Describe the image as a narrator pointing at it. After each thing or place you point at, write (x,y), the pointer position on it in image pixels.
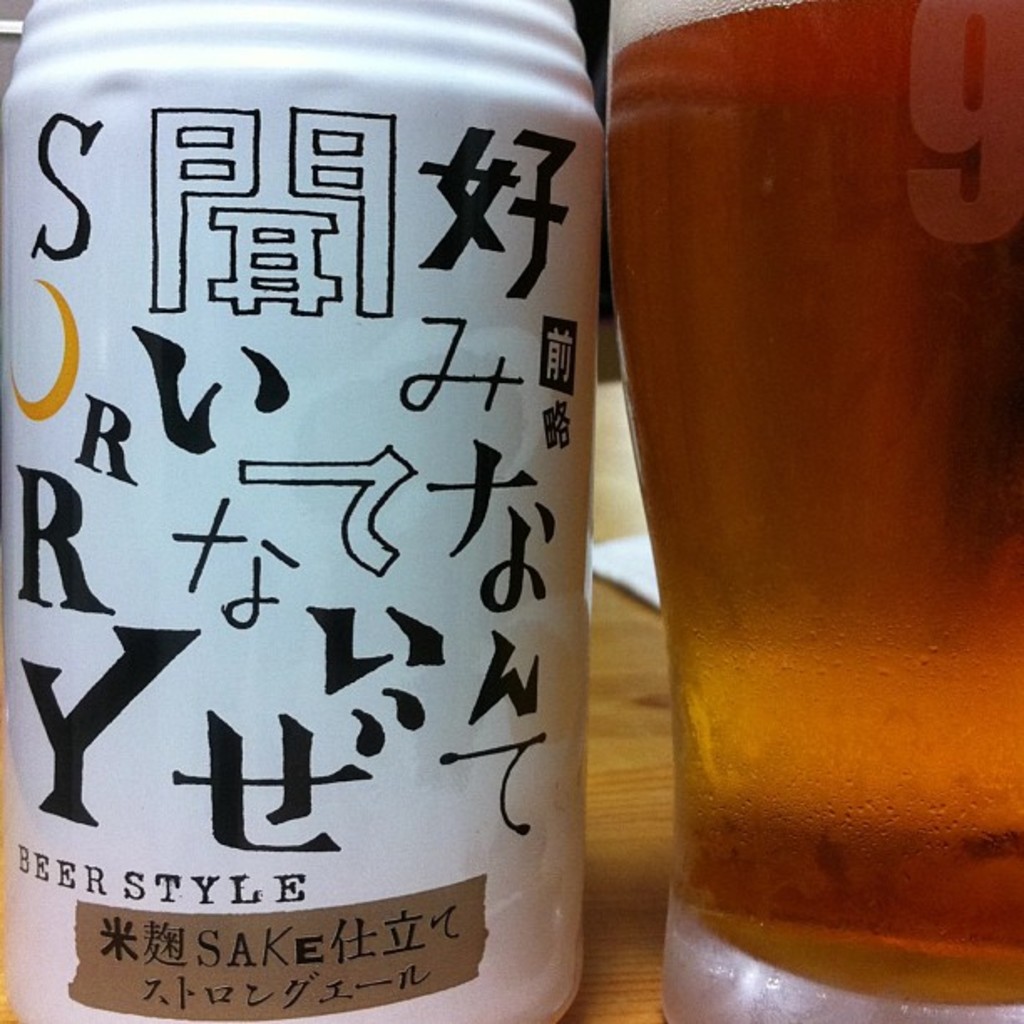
In this image there is a glass (711,750) on a wooden surface (620,881). There is drink (852,482) in the glass (838,440). Beside it there is a bottle (314,203). There are symbols (214,751) and text (226,934) on the bottle (236,980).
